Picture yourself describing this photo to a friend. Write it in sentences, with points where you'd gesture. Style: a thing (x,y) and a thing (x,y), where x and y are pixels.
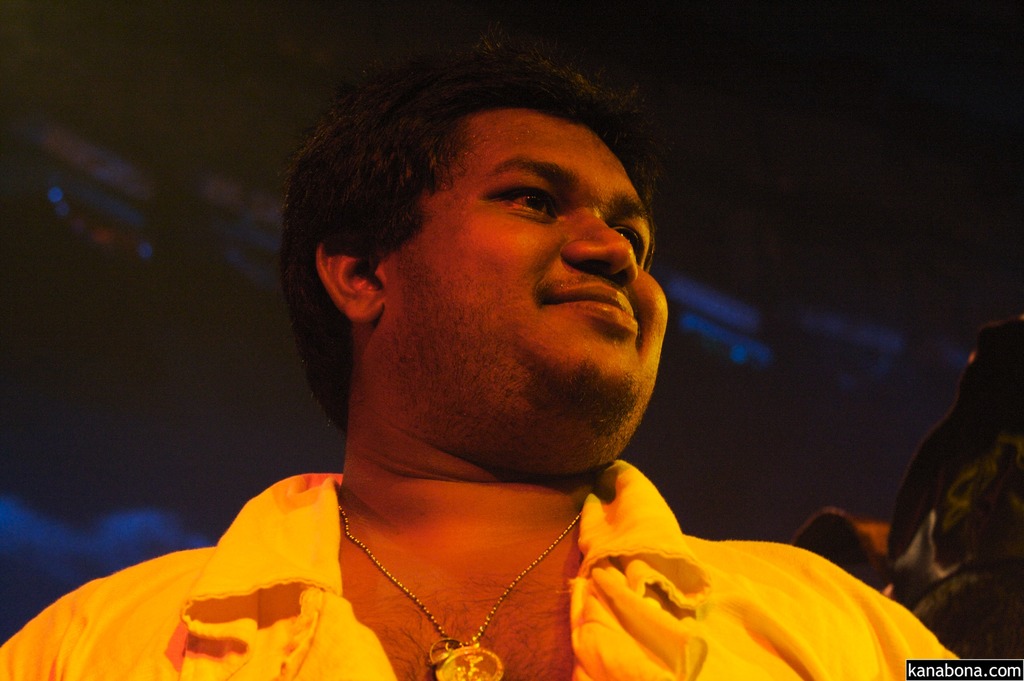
In the picture we can see a man (548,209) looking to the side and smiling and wearing a yellow shirt (685,599) and a chain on his neck (469,536) with a locket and in the background (692,388) we can see dark.
